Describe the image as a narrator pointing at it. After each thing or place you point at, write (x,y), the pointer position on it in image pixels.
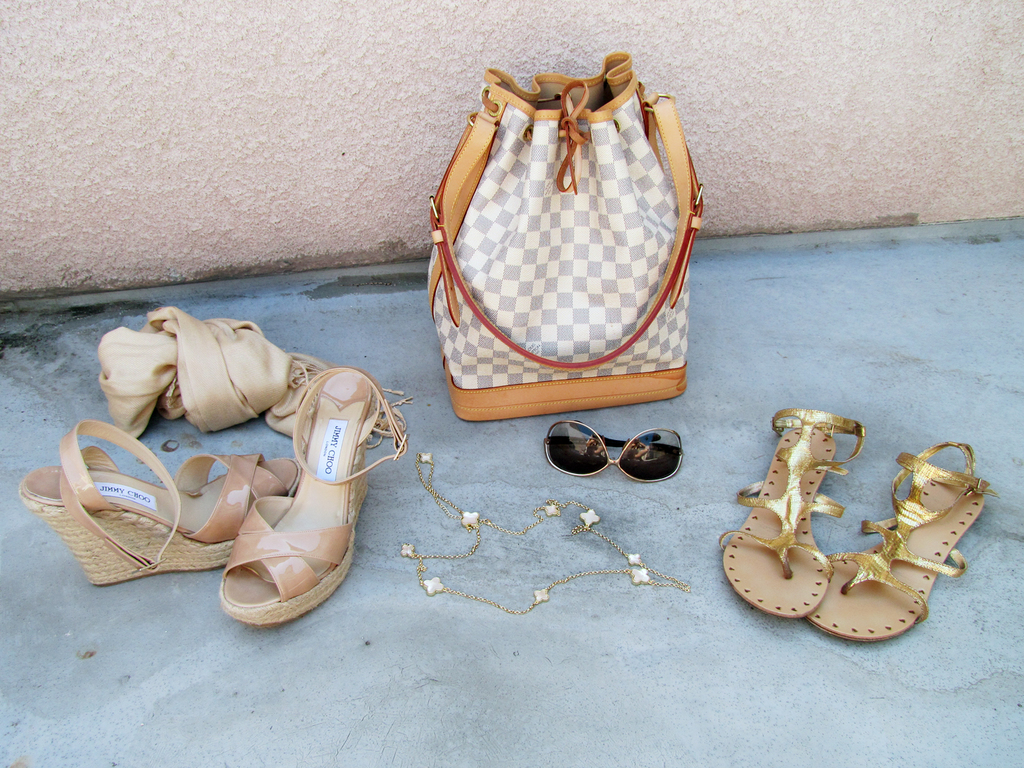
In this image in the middle (545,283) there is a handbag (602,264), shades (603,441), ornament (505,533), sandals (80,451) and cloth (233,375). In the background (424,123) there is a wall (309,125).
